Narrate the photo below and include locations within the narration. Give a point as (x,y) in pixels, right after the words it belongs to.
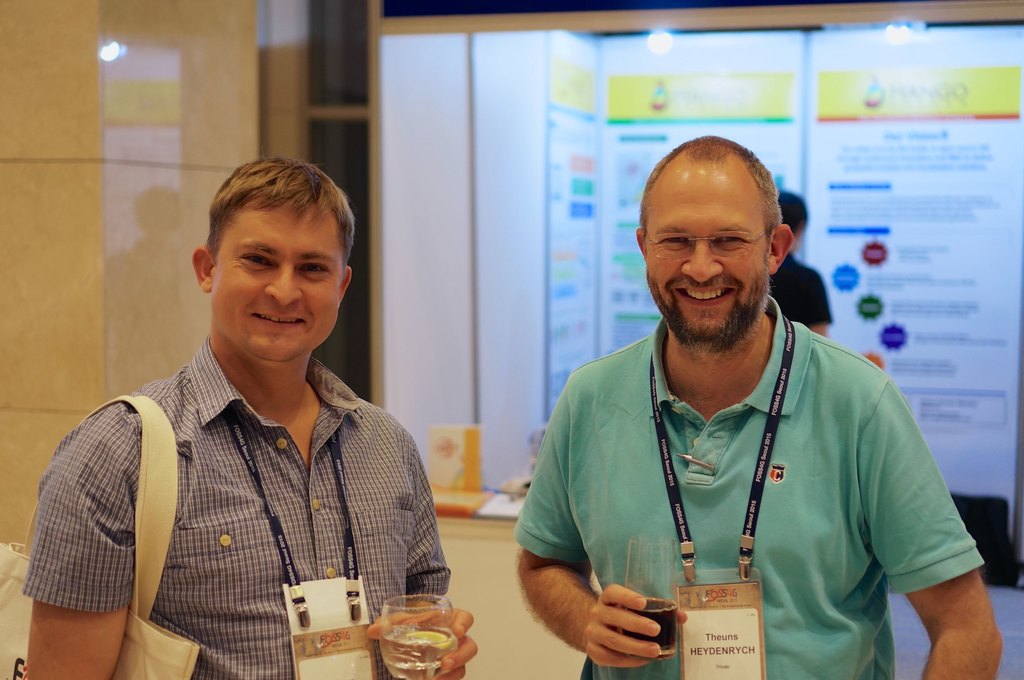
In this image we can see two people (267,374) standing and smiling. They are holding glasses (666,612). In the background (577,197) there are boards (671,99) and we can see lights (653,41). The man (107,672) standing on the left (136,647) is wearing a bag (166,506). There is a wall (145,293).
